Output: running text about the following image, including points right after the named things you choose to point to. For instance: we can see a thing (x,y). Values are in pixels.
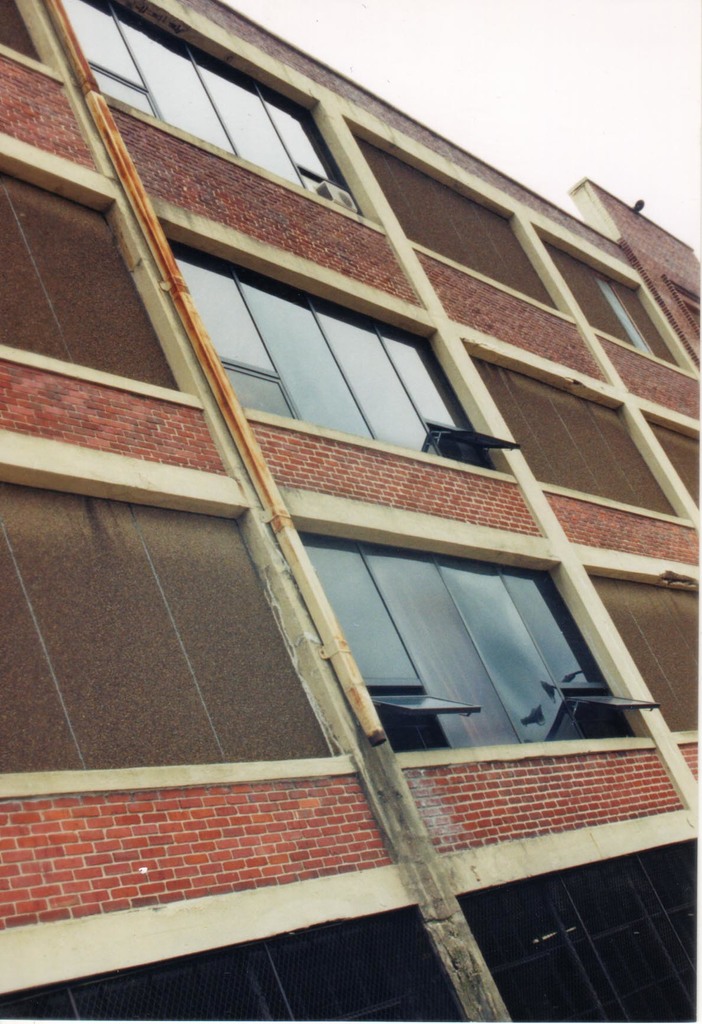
In this image there is a building (234,389) with windows (371,372) and a air conditioner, and at the background (503,83) there is sky (503,83).
